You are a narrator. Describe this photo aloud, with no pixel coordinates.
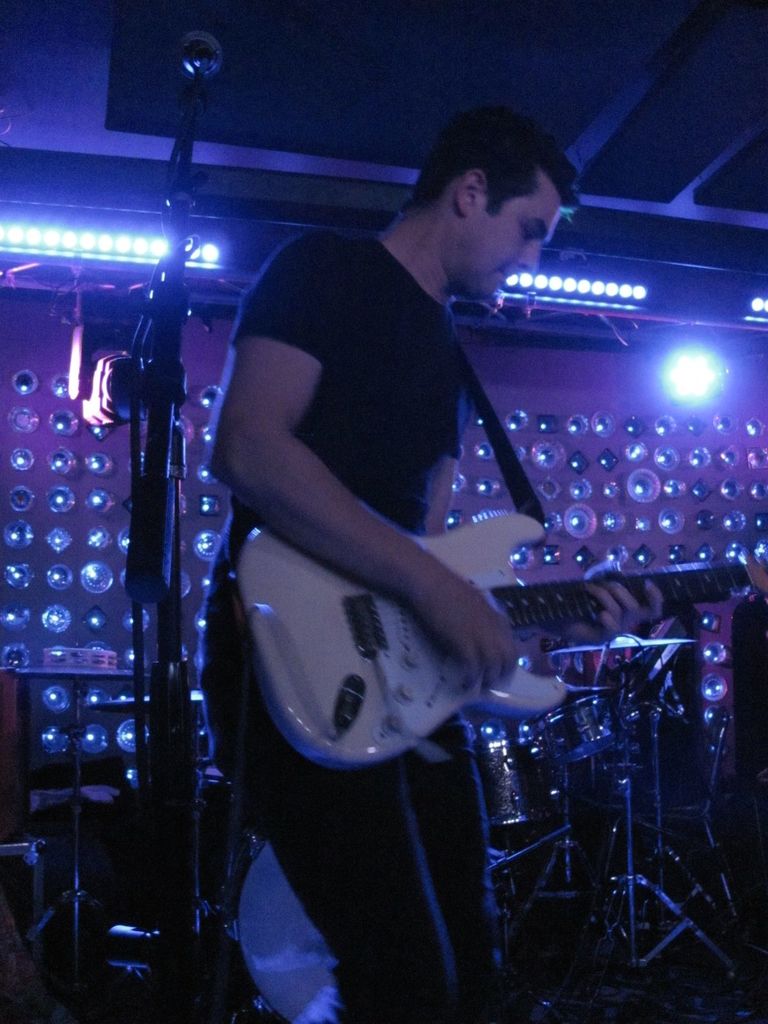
In the picture we can find a man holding a guitar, a man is wearing a black T-shirt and black pant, in the background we can find a light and some lights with musical instruments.
